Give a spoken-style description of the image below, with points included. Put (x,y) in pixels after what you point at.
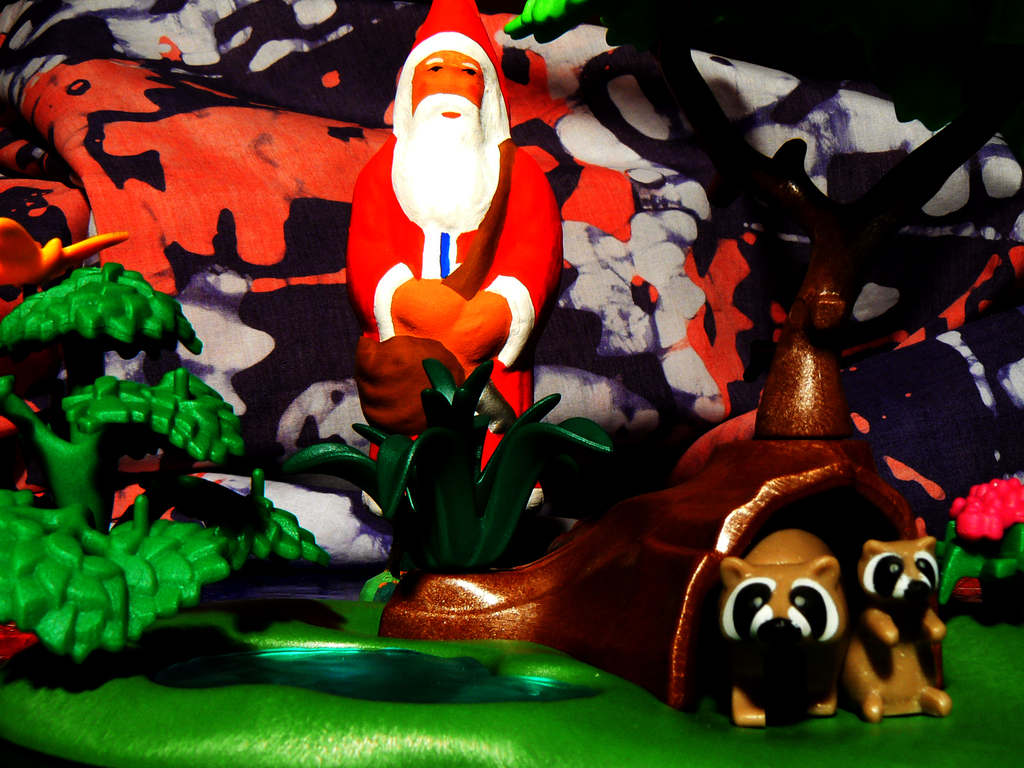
This image contains few dolls (888,663). Behind it there is a cloth (713,314). There are few animal toys (794,653) in cave (677,598). Beside there is a plant (464,543). There is some water (338,677) near the grassland (295,698) having a tree (802,383). Behind it there is a person doll (423,356).
